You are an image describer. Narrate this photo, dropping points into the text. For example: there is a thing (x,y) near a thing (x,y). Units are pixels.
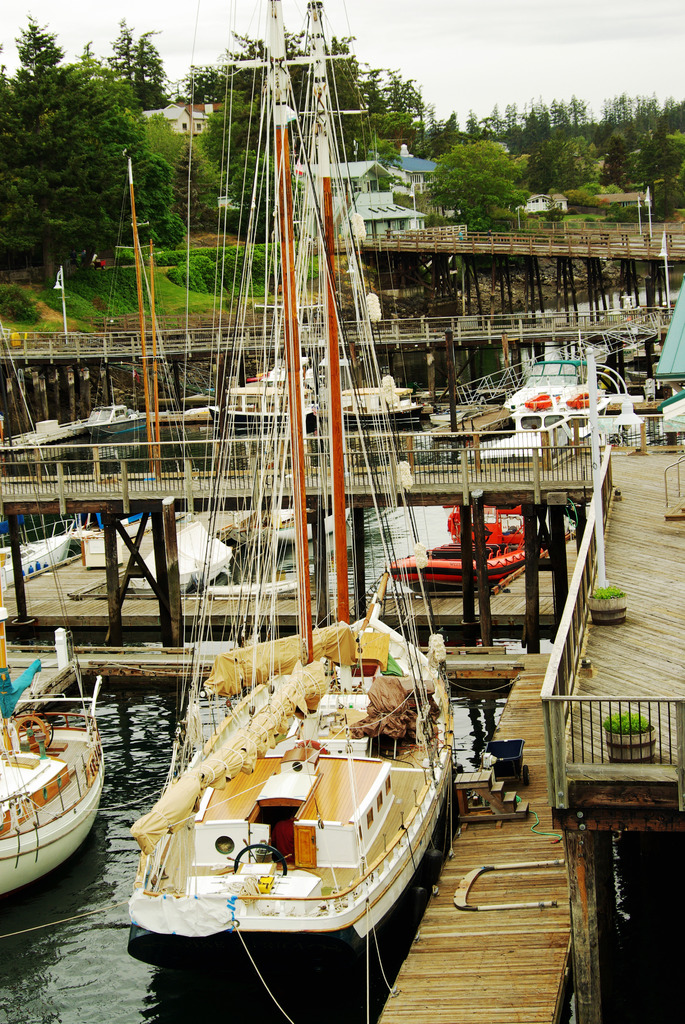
In this image there is the sky (521,58) truncated towards the top of the image (482,30), there are trees (482,121), there are trees (609,126) truncated towards the right of the image (634,126), there are trees (51,78) truncated towards the left of the image (59,139), there are houses (396,217), there is a bridge (590,268) truncated towards the right of the image (549,233), there is water (109,872) truncated towards the bottom of the image (248,690), there are boats (321,811) in the water (174,437), there is a boat (49,787) truncated towards the left of the image (46,770), there are plants (623,723), there is an object (680,355) truncated towards the right of the image (675,365), there are objects (499,811) on the wooden surface (505,834).
